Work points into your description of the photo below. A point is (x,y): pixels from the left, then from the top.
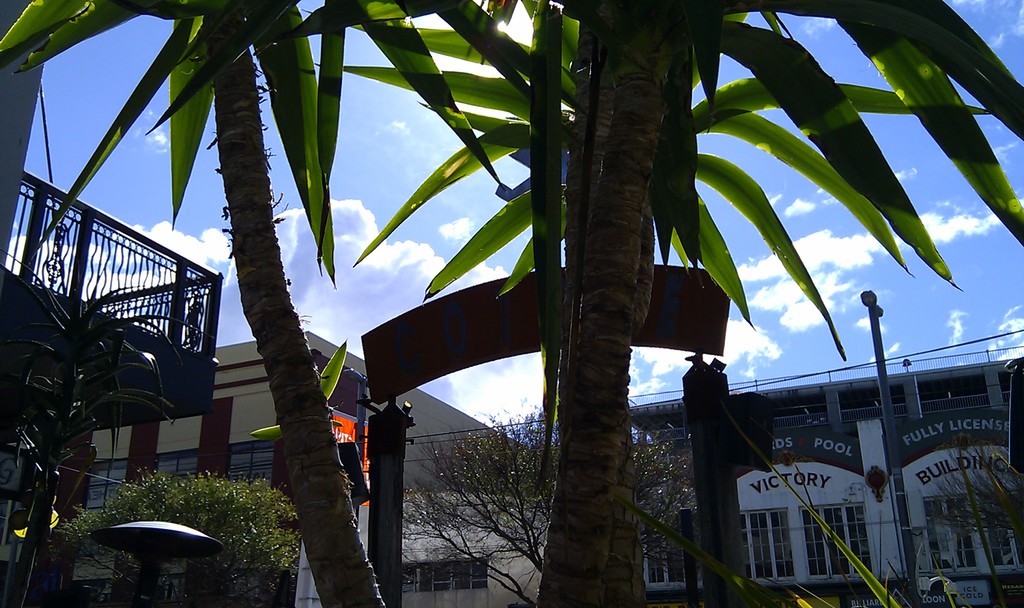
In this image I can see there are buildings (208,440) and trees (274,525). And in between the trees (274,525) there is an object (383,487). And there is a current pole (399,424) and wires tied to it. And there is a light pole (873,309). And at the top (410,145) there is a sky (661,351).
